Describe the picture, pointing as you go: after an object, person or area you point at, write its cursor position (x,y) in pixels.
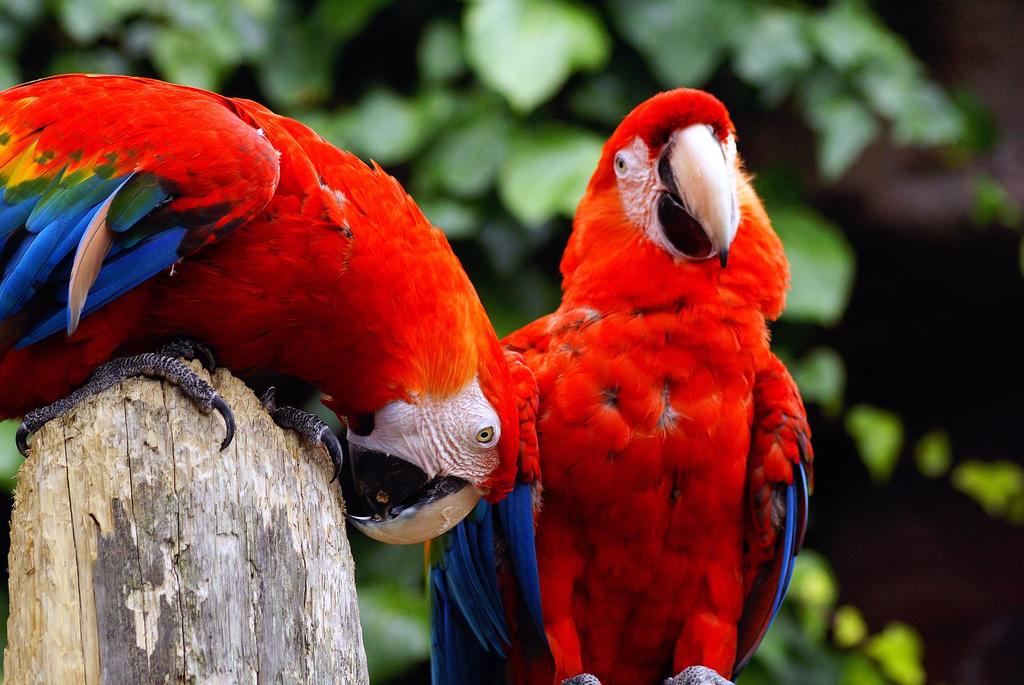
In this picture we can see a bird (48,356) on a wooden object (299,491). There is another bird (541,428). Background (317,41) is blurry.
